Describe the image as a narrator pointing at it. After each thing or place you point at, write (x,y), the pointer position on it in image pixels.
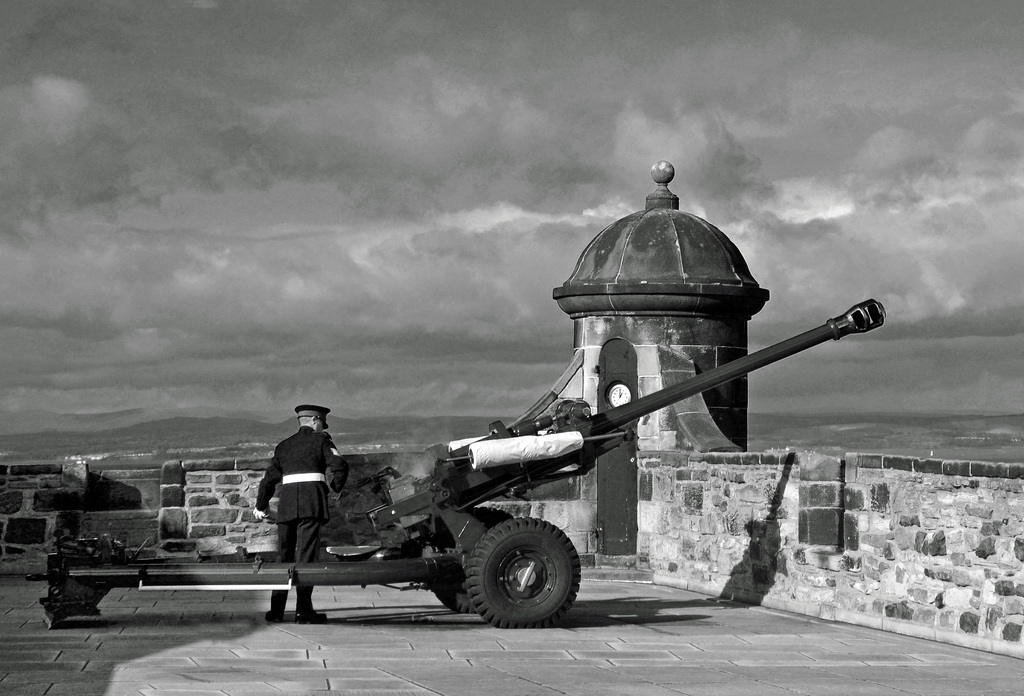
In this picture there is a man (301,468) who is standing near to the vehicle (402,554). On that I can see the cannon (590,438). On the right (705,419) I can see the monuments (639,548) and wall (951,541). In the background (79,418) I can see the open area (950,423) and mountains (276,435). At the top (502,89) I can see the sky (188,112) and clouds (45,154).
